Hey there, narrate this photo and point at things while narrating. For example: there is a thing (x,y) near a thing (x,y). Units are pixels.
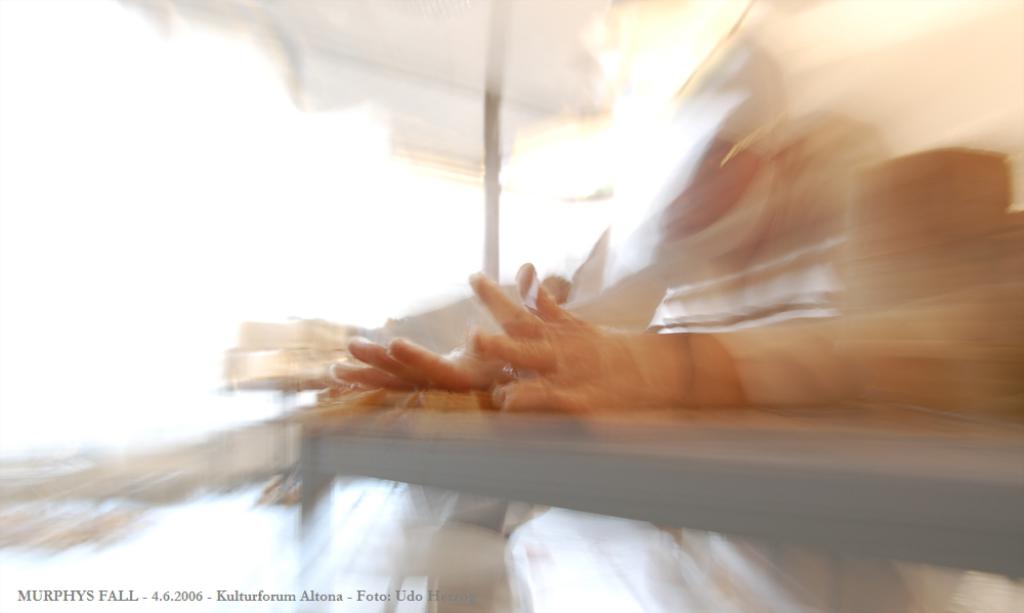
In this image there is a person (845,198) visible in front of table (524,477) in the middle (662,398), a tent (408,62) and text (392,599) visible at the bottom left (317,599), this picture might be taken during a day.
